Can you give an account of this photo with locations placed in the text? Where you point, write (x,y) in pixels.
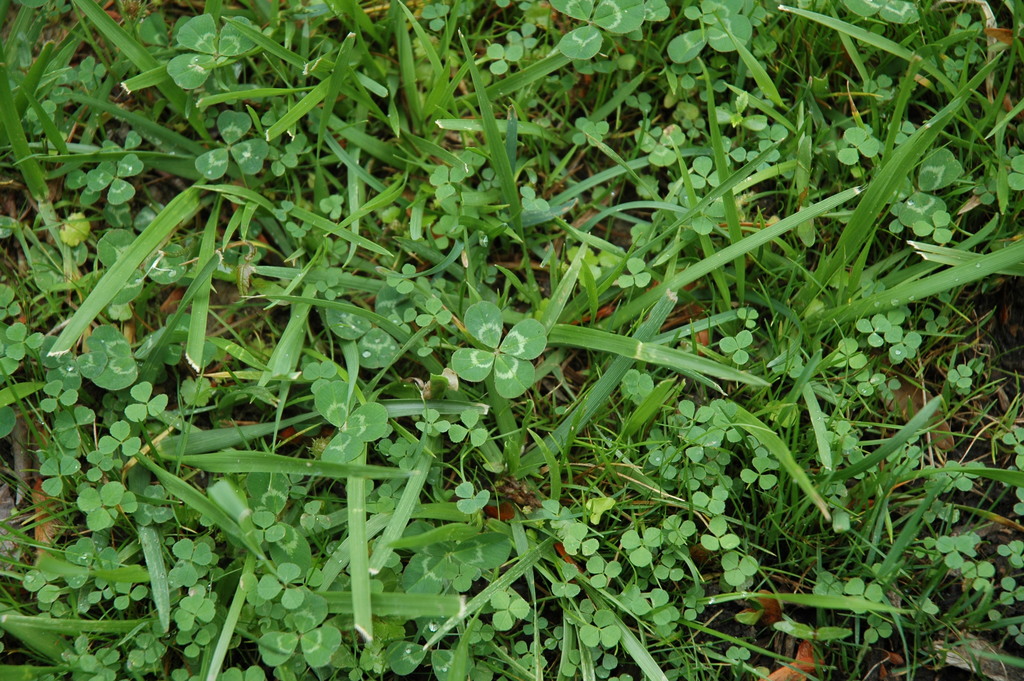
In this picture there are small plants (498,213) which are in green color.
